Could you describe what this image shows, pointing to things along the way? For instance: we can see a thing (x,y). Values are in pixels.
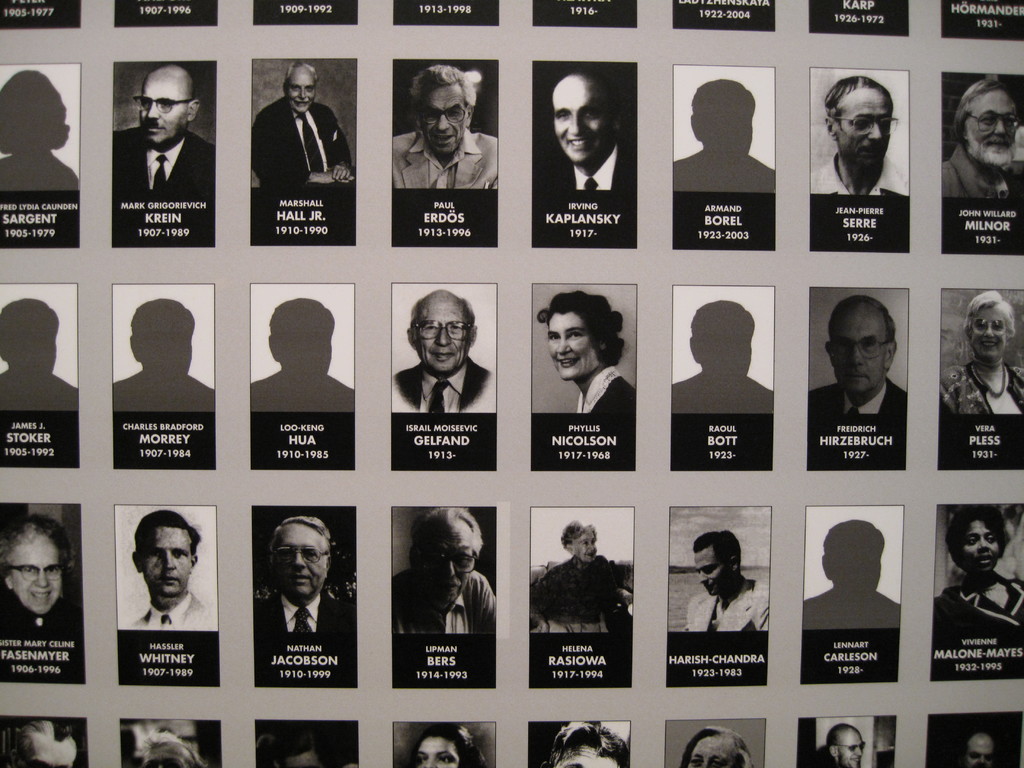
In this picture we can observe many number of passport size photos (295,572) of the persons (972,397) with name (150,216), birth and death years (184,234). We can observe some empty columns (24,126) without the person's photos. There are men (704,558) and women (588,579) in this picture.
